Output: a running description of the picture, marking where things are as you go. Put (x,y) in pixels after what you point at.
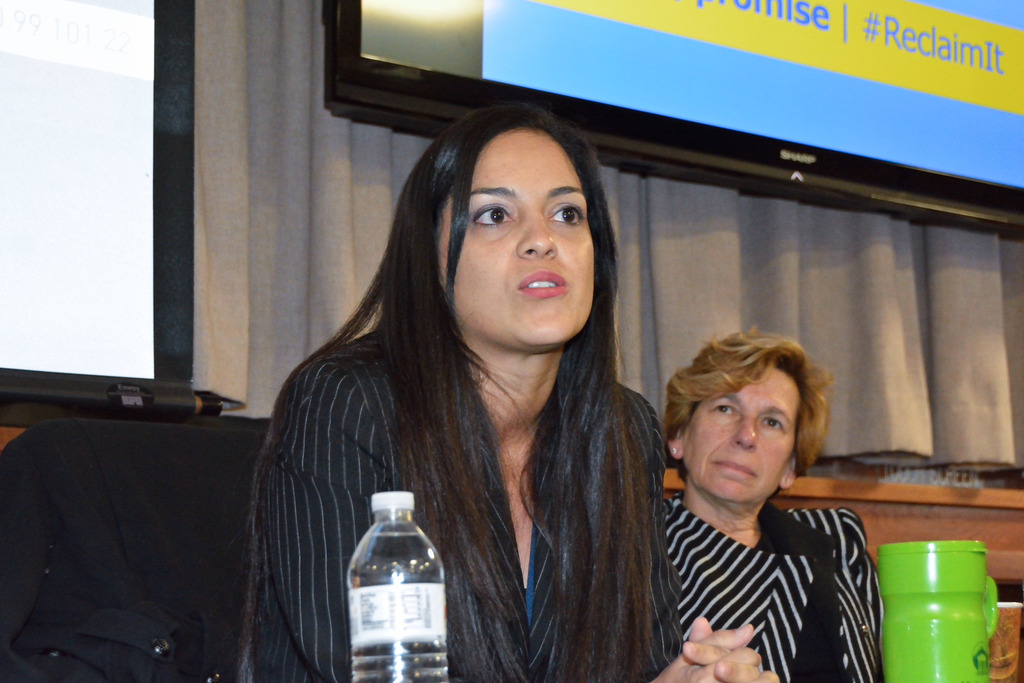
in the center (527,304) we can see two persons (518,342) were sitting, in front (411,597) we can see water bottle (406,578). Coming to the background (946,247) we can see the wall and curtain (308,141).
